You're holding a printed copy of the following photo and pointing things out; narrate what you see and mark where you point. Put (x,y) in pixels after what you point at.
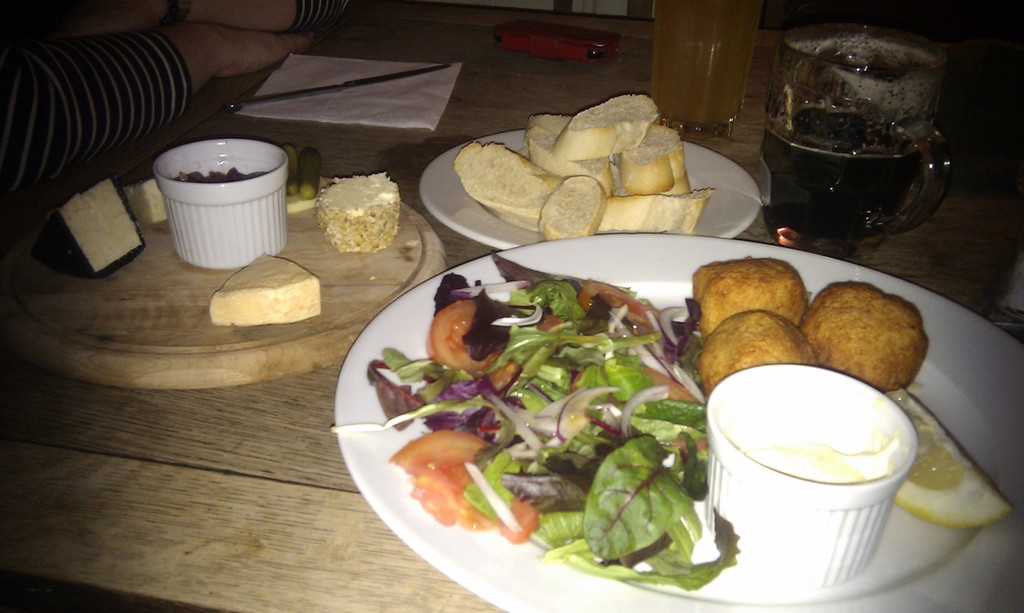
In the center of the image (397,233) there is a table (193,409) and we can see plates (586,257), bowls (727,446), glasses (775,217), mobile (512,47), napkin (369,107), knife (338,85), board (342,300) and butter (357,226) placed on the table (228,466). On the left (70,118) we can see a person (82,64).
